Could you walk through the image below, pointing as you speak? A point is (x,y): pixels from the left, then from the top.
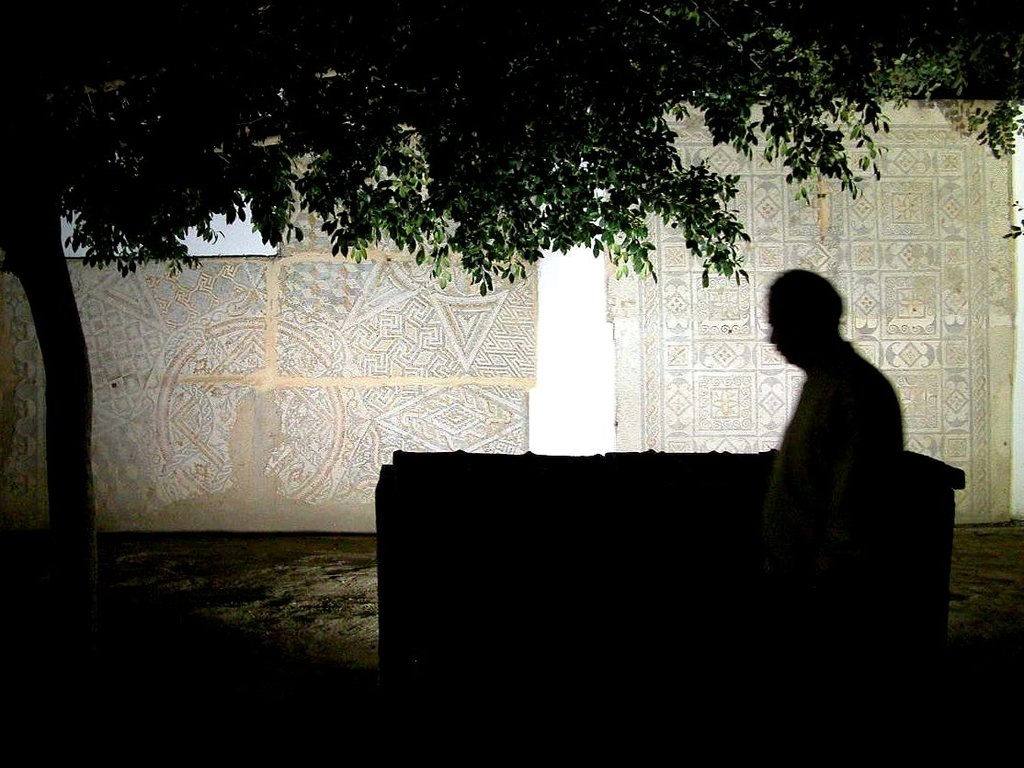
In this image, we can see a person (818,360) standing and in the background (474,502), there is an object (449,490) and we can see a tree (187,125) and a wall (129,338).
